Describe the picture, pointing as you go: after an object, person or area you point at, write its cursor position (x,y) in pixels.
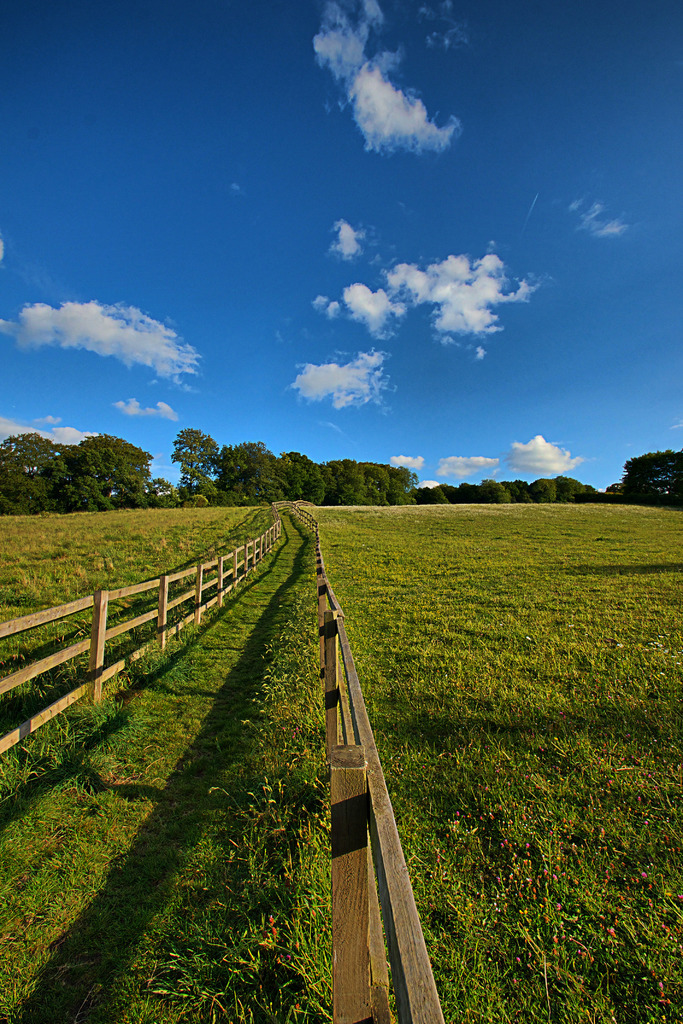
In the middle (298,513) it is a fencing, this is the grass (528,679), at the back side (266,481) there are trees (298,462). At the top (361,174) it is the blue color sky (433,222).
